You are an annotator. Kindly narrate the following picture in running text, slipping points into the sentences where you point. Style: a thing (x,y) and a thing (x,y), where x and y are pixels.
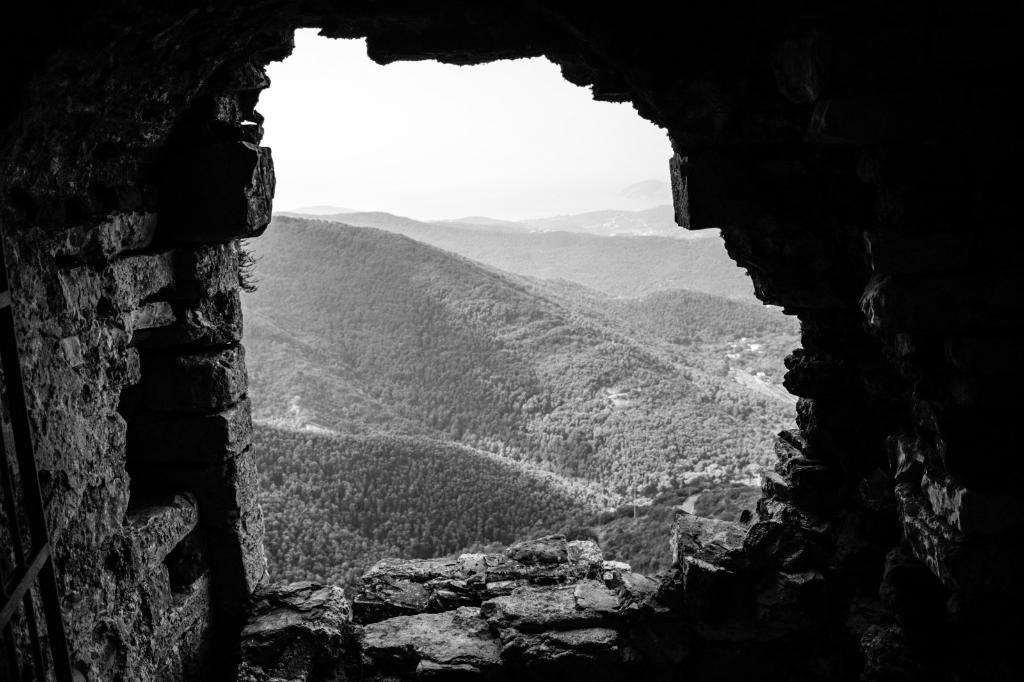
It is a black and white image, there is a wall (69,332) on the left side (139,295) and behind the wall (230,476) there are plenty of trees (456,254).
